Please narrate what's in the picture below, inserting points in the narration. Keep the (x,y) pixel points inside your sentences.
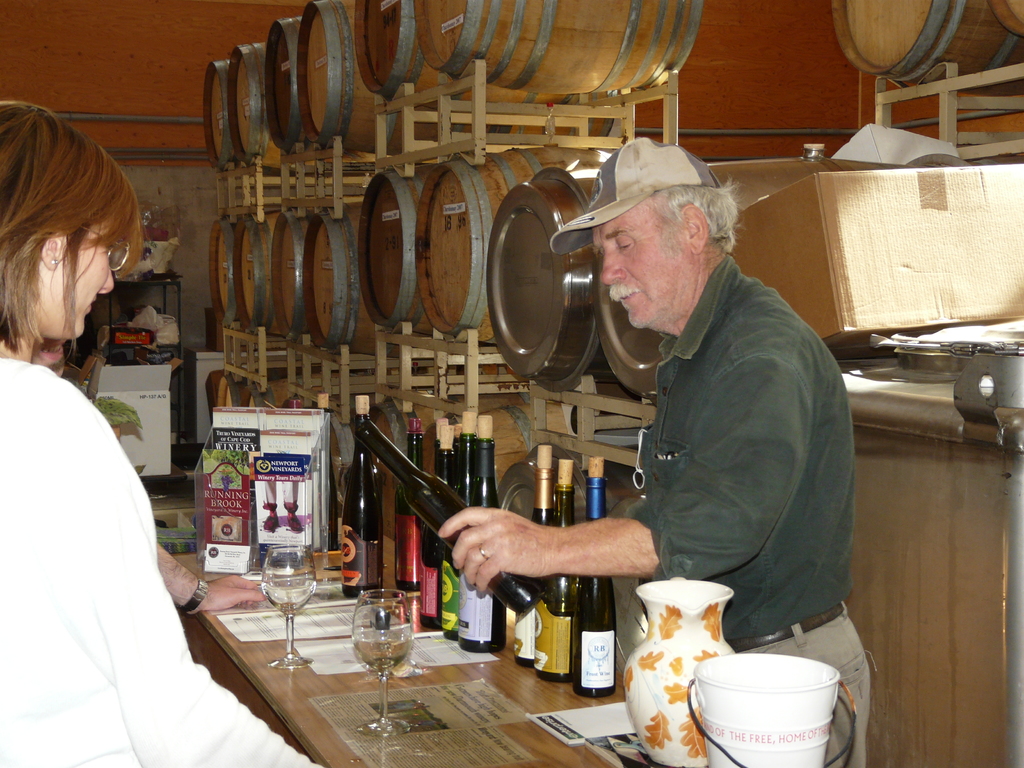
There are two people (148,525) standing on the either sides of the table (516,702). On the table (534,681) there are wine bottles (502,624), wine glasses (294,573), papers (334,640), vase (650,687), bucket (732,709) and a small box (254,497). The man (775,511) standing on the right side (779,502) is holding a bottle (428,493) and serving the drink (385,641). Behind him there are cardboard boxes (837,221) and barrels (383,84) in the racks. In the background (730,59) there is wall (742,65).
